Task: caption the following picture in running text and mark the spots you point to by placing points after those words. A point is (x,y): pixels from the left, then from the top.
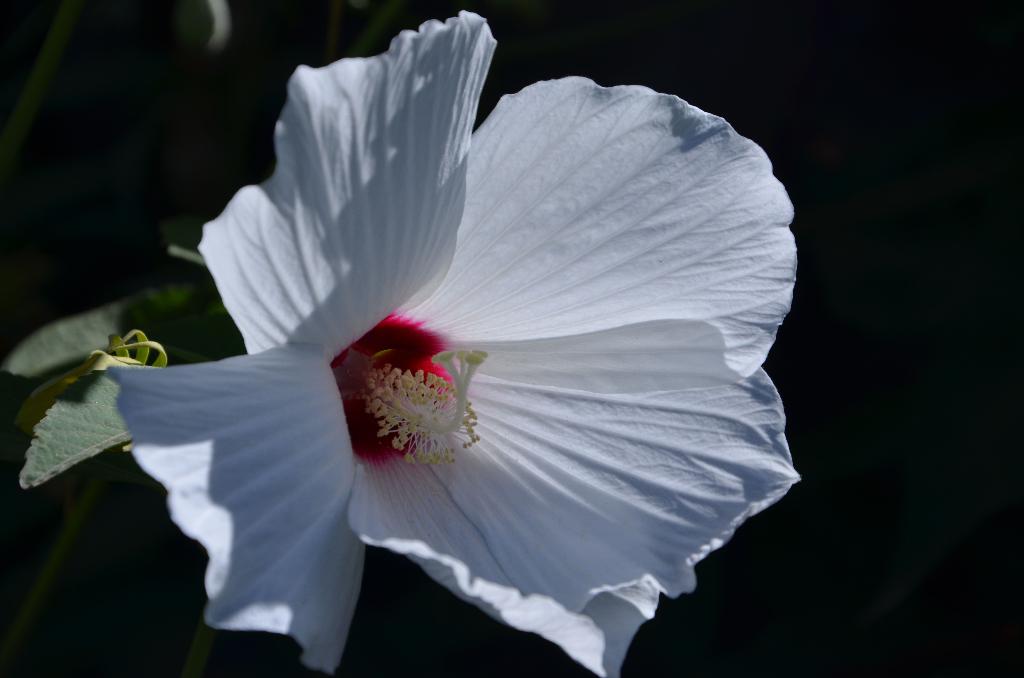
In this image, I can see a white flower (252,354) and leaves (140,330). The background (808,65) looks blurry.
